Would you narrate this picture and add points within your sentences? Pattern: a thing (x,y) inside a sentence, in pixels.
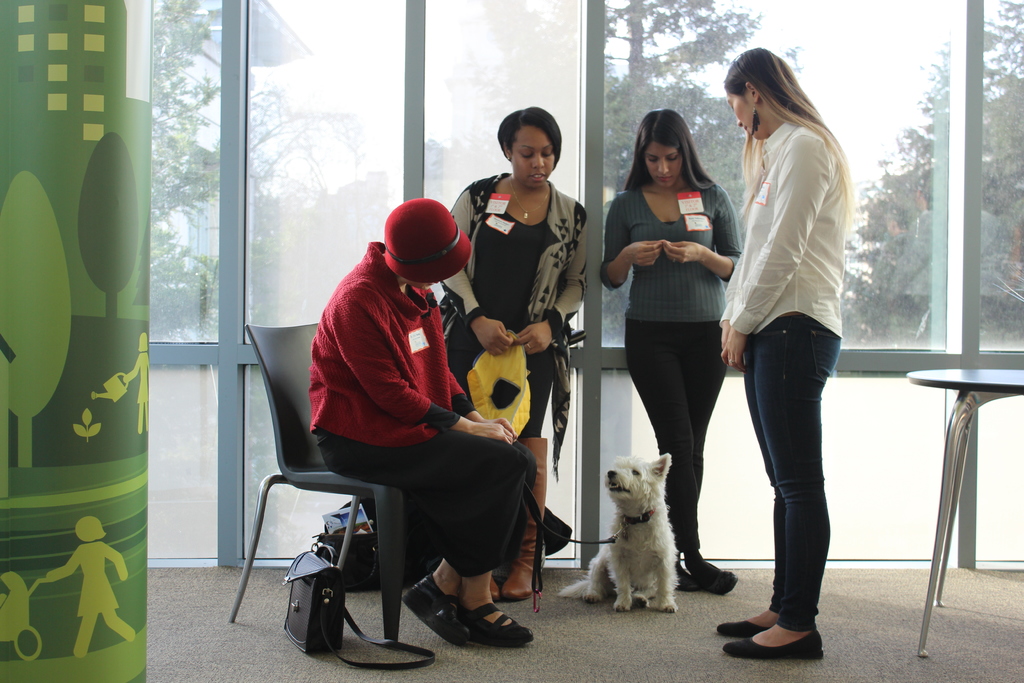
In this picture there is a person (466,419) sitting on a chair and holding a dog (641,531) with a leash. There is bag (312,599). There are three women (704,189) standing. There is a table (931,383). There are few trees (213,170) at the background (302,178).
